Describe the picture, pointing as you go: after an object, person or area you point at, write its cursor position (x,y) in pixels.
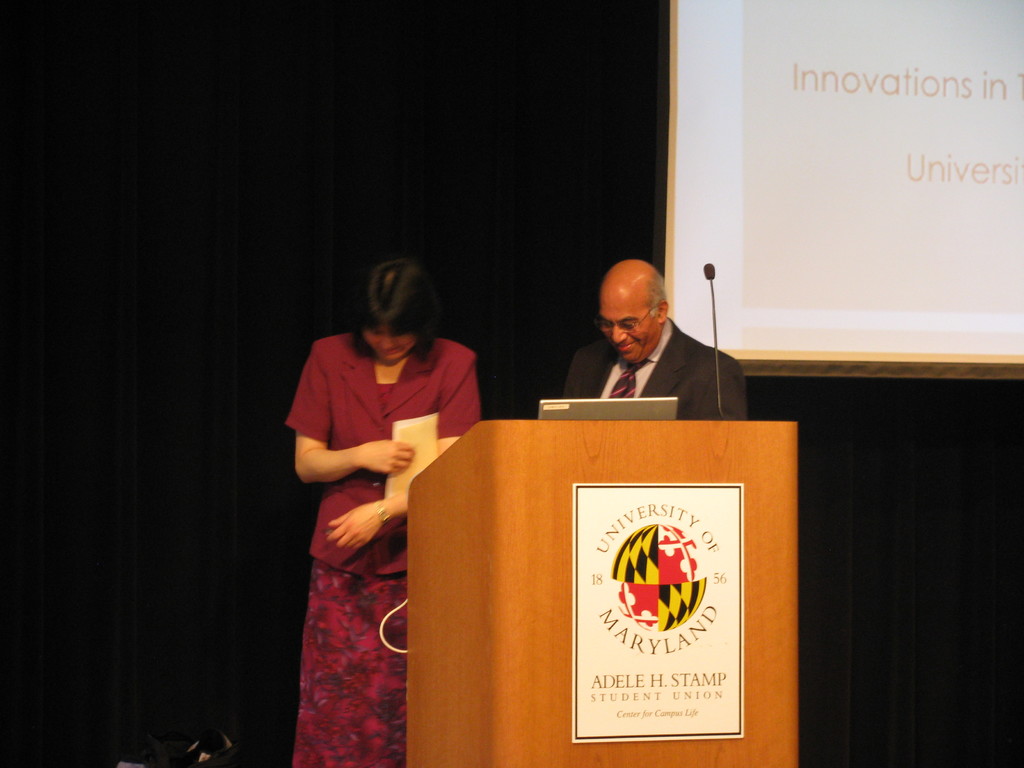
There is a man (618,353) and a woman (410,353) standing. Woman (396,406) is holding something in the hand (391,455). There is a podium (423,597). On that there is a poster (646,644). Also there is a laptop (616,405) and a mic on the podium (653,440). In the back (596,250) it is dark. Also there is a screen (820,301).
